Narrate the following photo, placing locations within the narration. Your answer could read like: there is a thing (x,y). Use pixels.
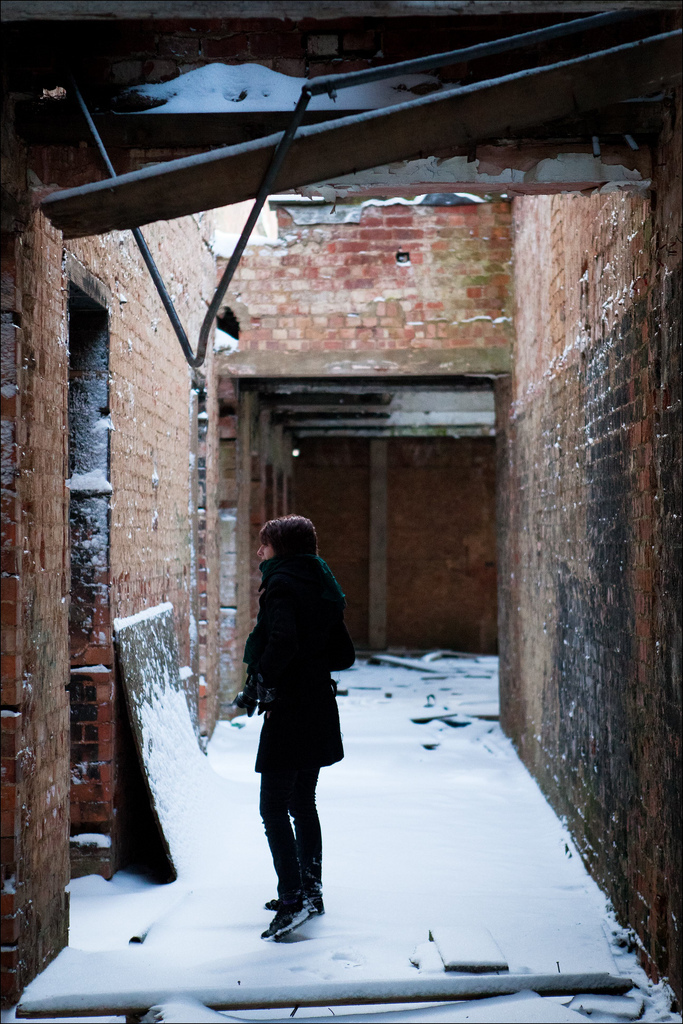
The woman (285,795) in the middle of the picture (325,603) who is wearing the black jacket (318,655) is standing. At the bottom (357,933), we see the ice (372,875) and we see the things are covered with the ice (481,855). On the left side (177,534), we see the wall (162,445) which is made up of bricks (159,389). At the top (451,103), we see the roof (249,170) of the building (214,261). On the right side (585,582), we see a wall (561,573) which is made up of brown colored bricks (540,643). In the background (444,612), we see a wall (401,368).
